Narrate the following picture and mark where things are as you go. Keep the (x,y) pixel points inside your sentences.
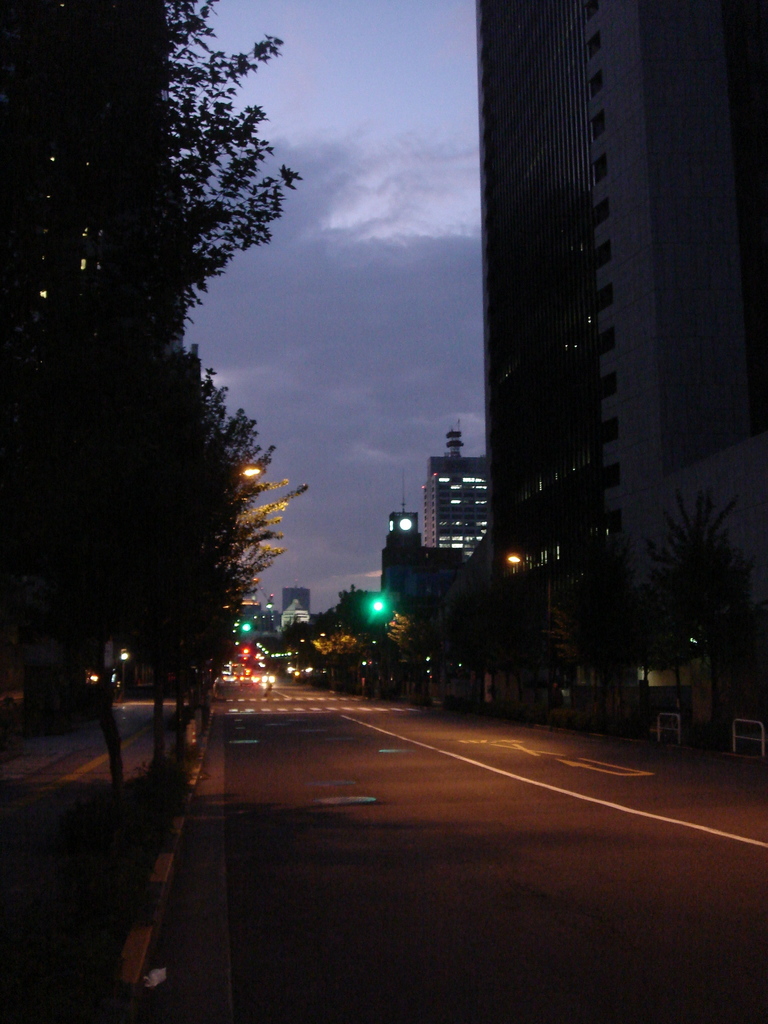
In the foreground (436,933) I can see the road (330,773). There are trees (164,356) on the left side (135,593) and the right side (707,568) as well. I can see the buildings (523,406) on the right side (613,242). In the background (236,685), I can see the vehicles (244,668) on the road (268,698). There are clouds (352,346) in the sky (369,432).
